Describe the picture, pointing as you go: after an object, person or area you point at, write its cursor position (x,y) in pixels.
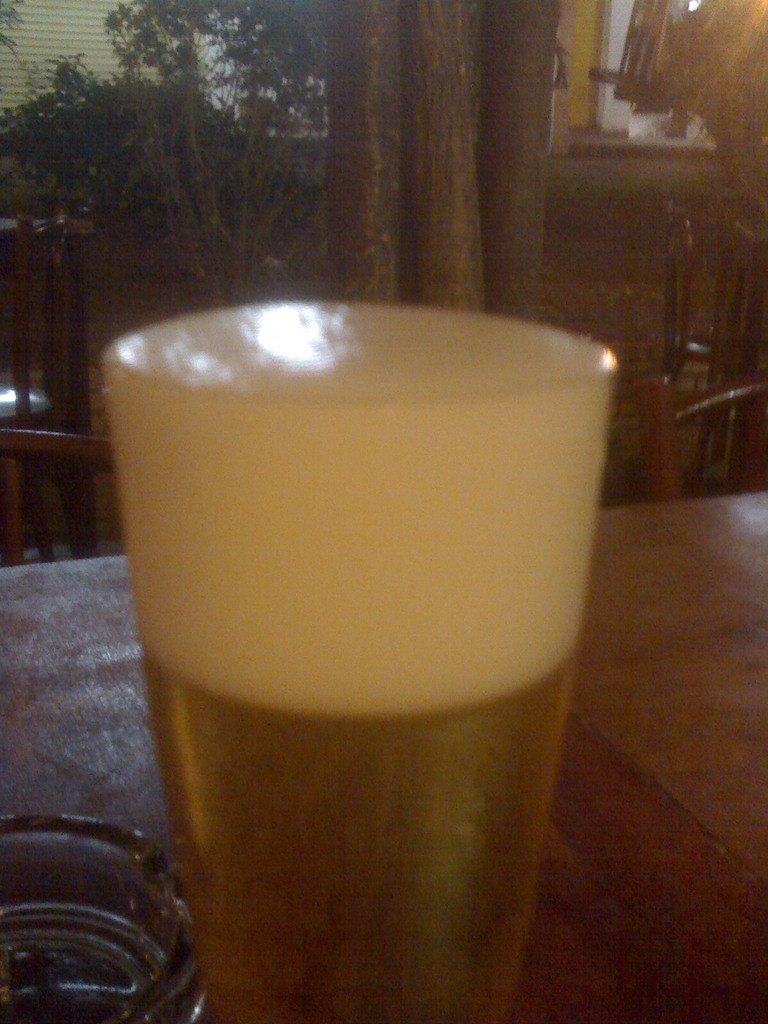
Here we can see a glass (269,537) with beer (383,605) in it on a platform (683,565). In the background (359,211) there are trees (353,187), plants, chairs (718,320), wall (20,50) and some other objects (689,49).
